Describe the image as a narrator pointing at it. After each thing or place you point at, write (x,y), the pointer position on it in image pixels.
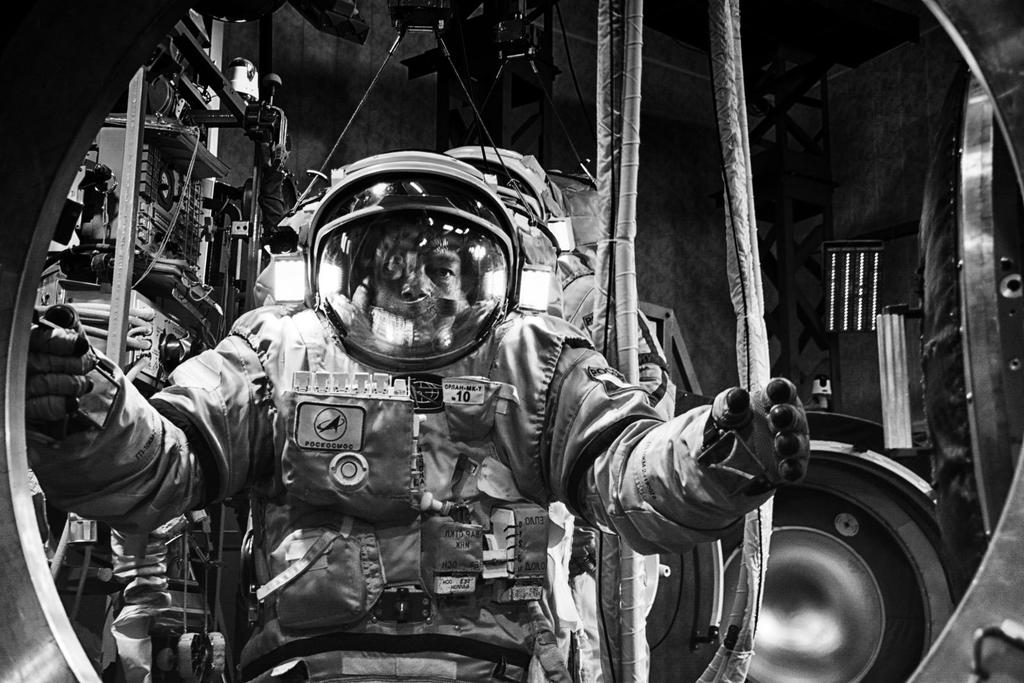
This is a black and white image. In this image we can see astronaut (407,456). In the background (692,401) we can see objects (212,92) placed in shelves (112,358) and wall (409,140).
